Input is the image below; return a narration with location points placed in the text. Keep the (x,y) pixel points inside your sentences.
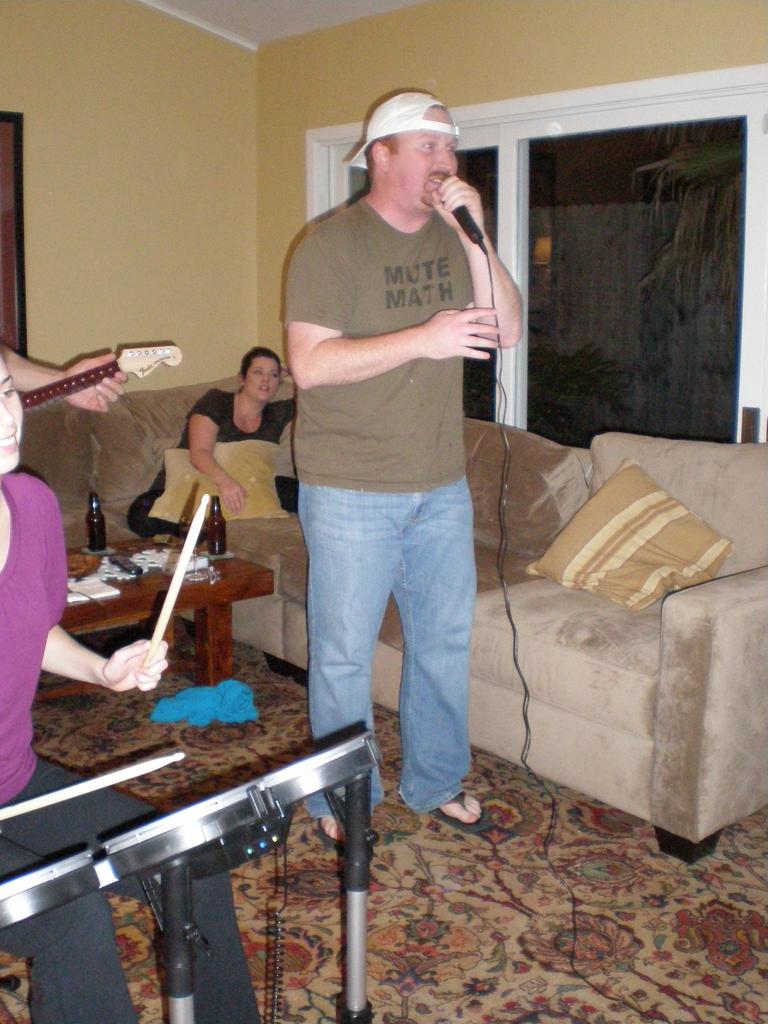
In this Image I see 4 persons (0,353), in which this man (424,477) is standing and holding a mic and this woman (37,537) is holding sticks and is in front of a musical instrument (350,1016) and I see a person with guitar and this woman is sitting on the sofa (705,498), I can also see there is a table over here on which there are bottles (217,507) and other things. In the background (167,289) I see the wall (265,292) and the window (598,381).
